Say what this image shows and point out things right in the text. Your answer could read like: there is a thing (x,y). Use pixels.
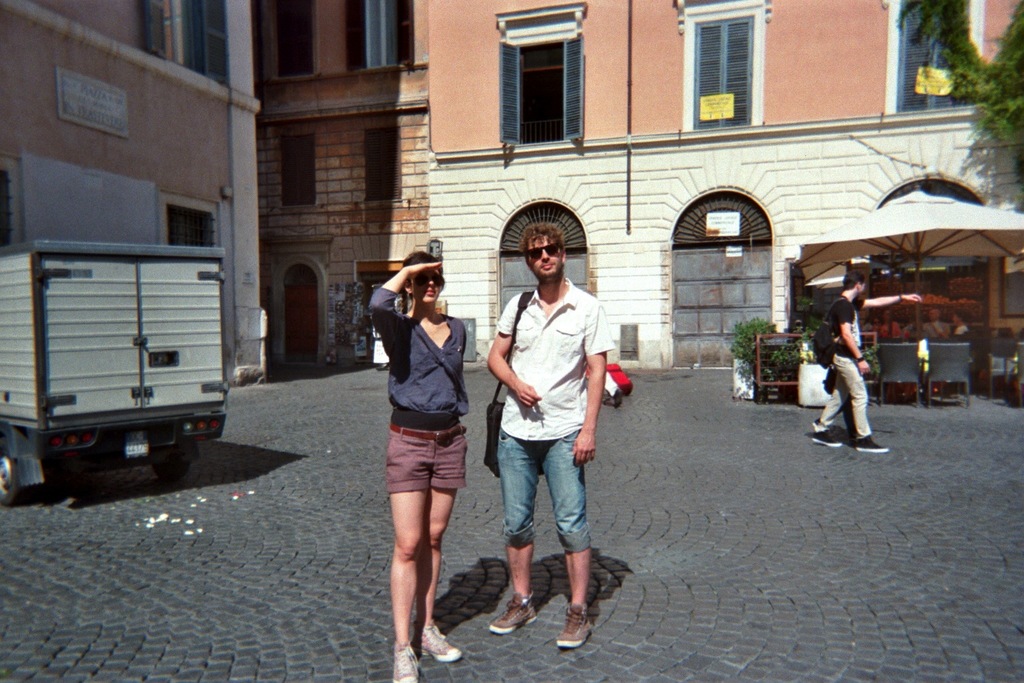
In the center of the image (584,347) a lady (459,470) and a man (499,437) are standing. In the background of the image (324,261) we can see buildings (459,148), windows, doors (732,354), tent (940,210), chairs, some persons (842,328), truck (208,330), tree (1010,74) are there. At the bottom of the image (901,593) ground (784,410) is there.
